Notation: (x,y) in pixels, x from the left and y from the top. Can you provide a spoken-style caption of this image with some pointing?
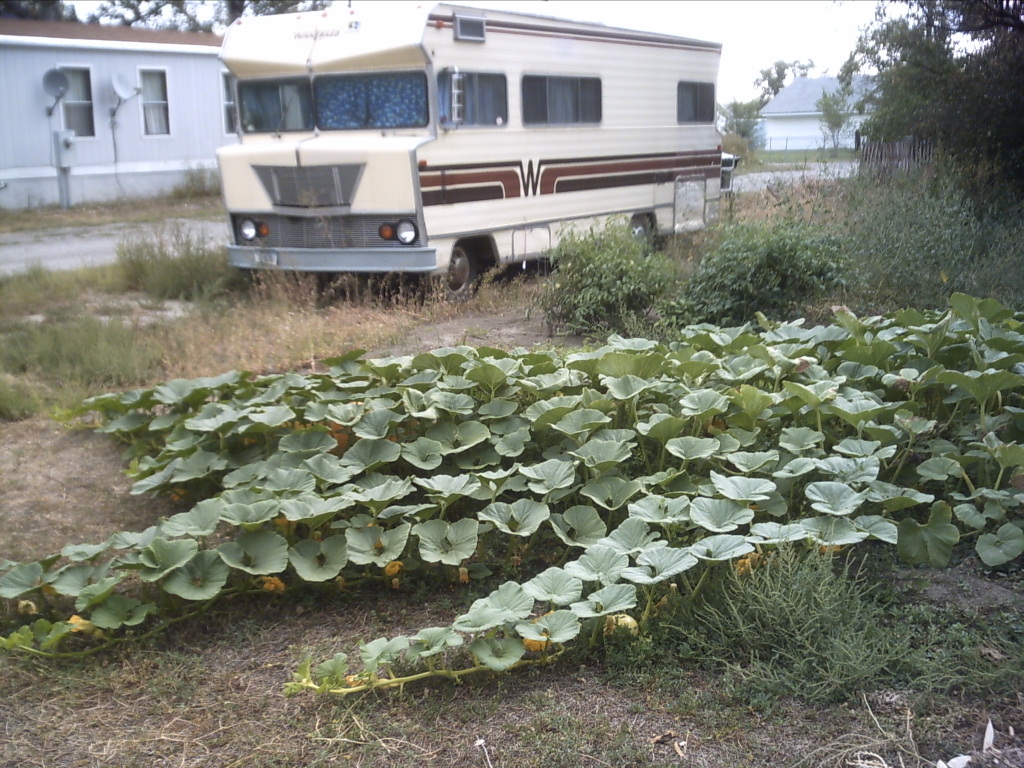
In this picture I can see that there is truck (509,82) parked here and there are plants (641,331), trees (923,120) and buildings (166,91) in the backdrop (136,151).
